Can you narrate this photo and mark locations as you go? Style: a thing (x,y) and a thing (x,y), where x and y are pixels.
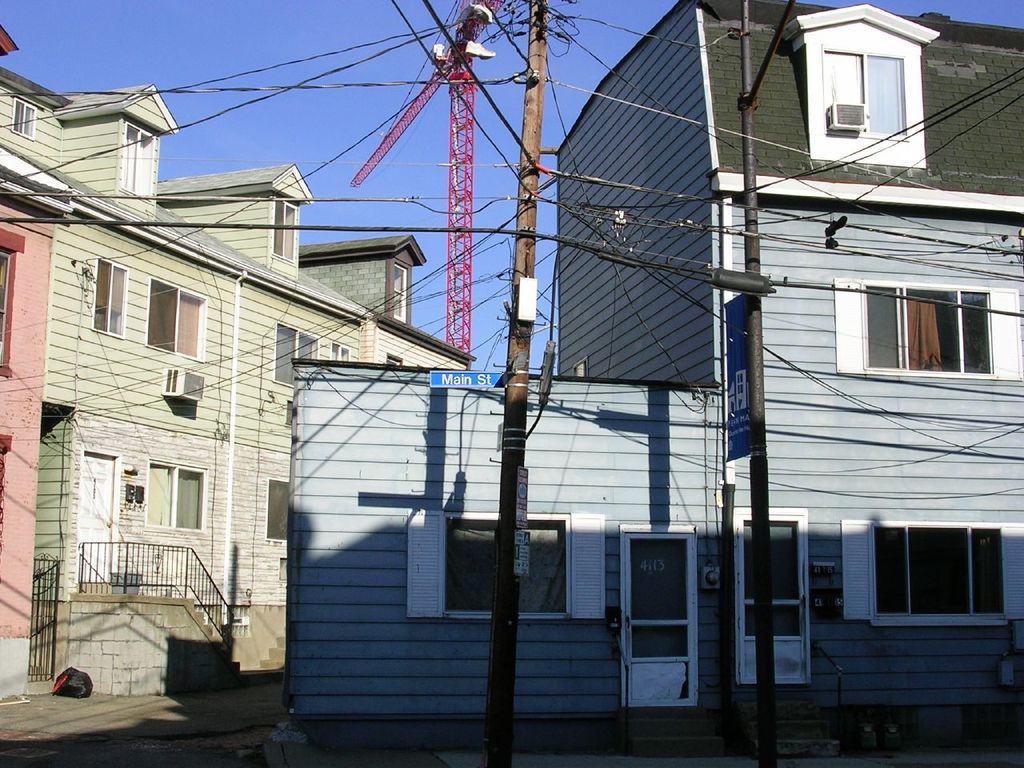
Here we can see buildings (261,454), railing (186,572), doors (106,518) and windows (875,121). These are current poles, cables (584,211) and boards (464,382). Sky (249,77) is in blue color.
